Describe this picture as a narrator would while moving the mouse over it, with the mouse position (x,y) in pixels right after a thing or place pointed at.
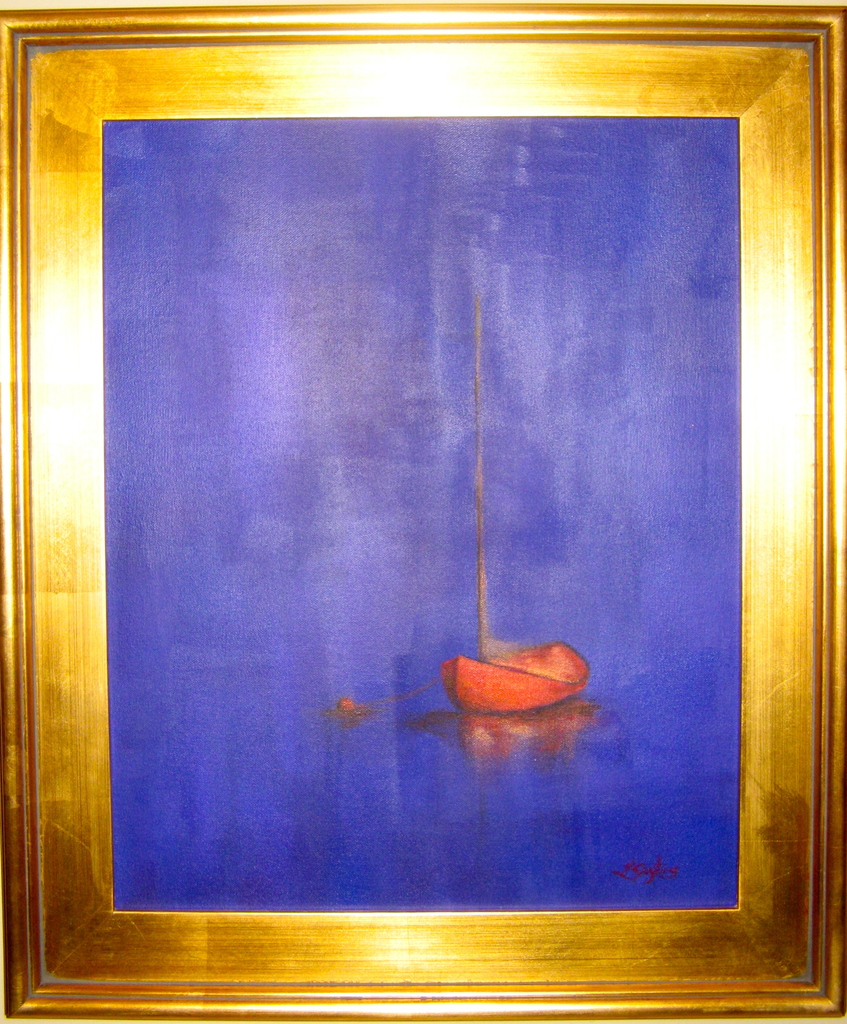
This picture contains a photo frame (572,499) with blue color is having a red color boat (522,684) in it. We even see gold color strips (94,100) around the frame (303,685).
